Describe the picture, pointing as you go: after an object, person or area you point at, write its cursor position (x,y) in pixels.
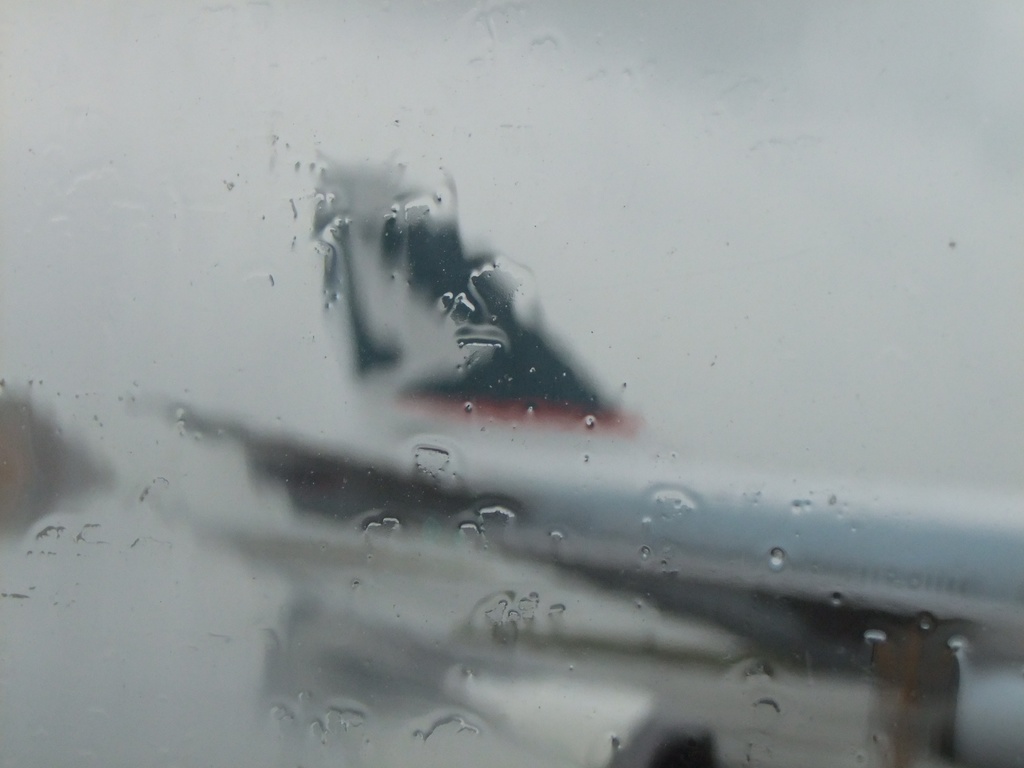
It seems like an aeroplane (565,563) seen through the window (744,449).
